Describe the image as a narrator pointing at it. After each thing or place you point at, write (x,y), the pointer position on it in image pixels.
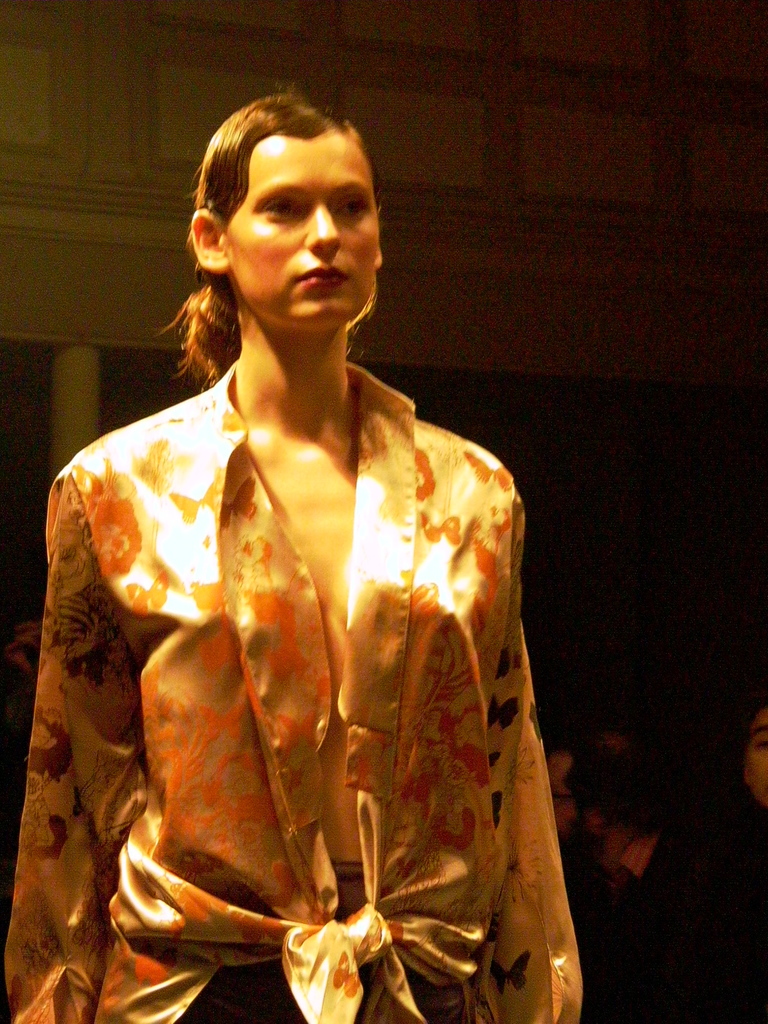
In this image we can see a woman (339,525) standing.
